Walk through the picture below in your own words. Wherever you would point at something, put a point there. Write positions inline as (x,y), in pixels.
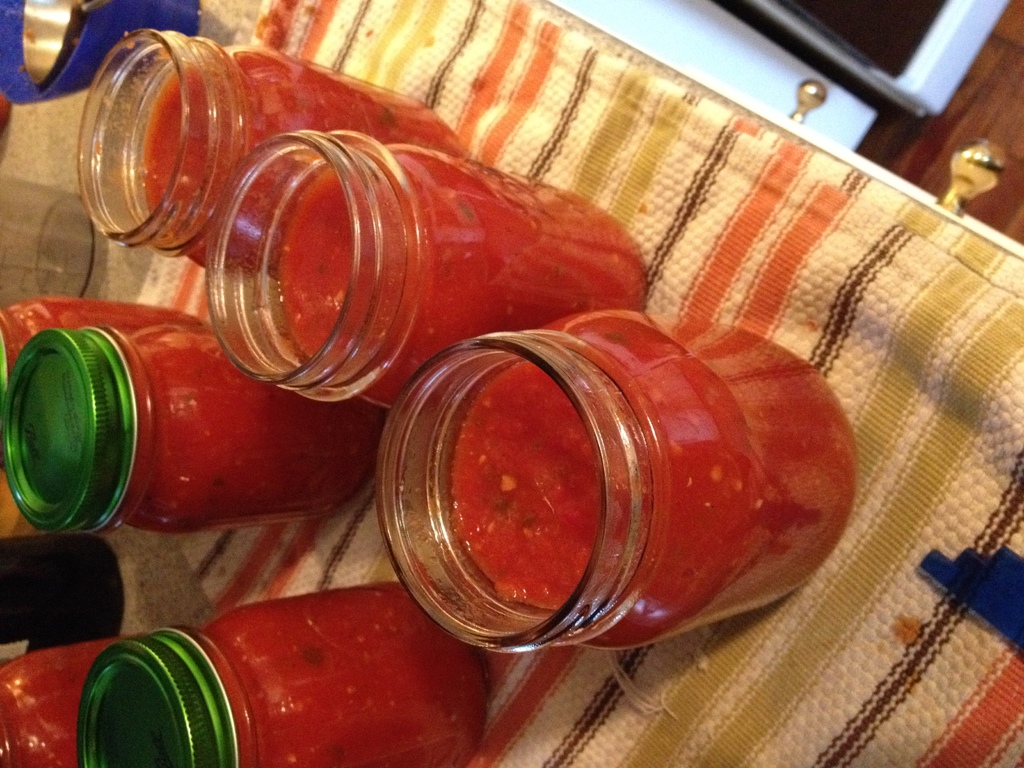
In this image I can see the many containers (346,470) with red color item (556,506) and a green cap (98,426). There are on the table (25,158). The table (862,642) is covered with the cloth (759,712). To the left (104,36) there is a blue color object (68,67).
